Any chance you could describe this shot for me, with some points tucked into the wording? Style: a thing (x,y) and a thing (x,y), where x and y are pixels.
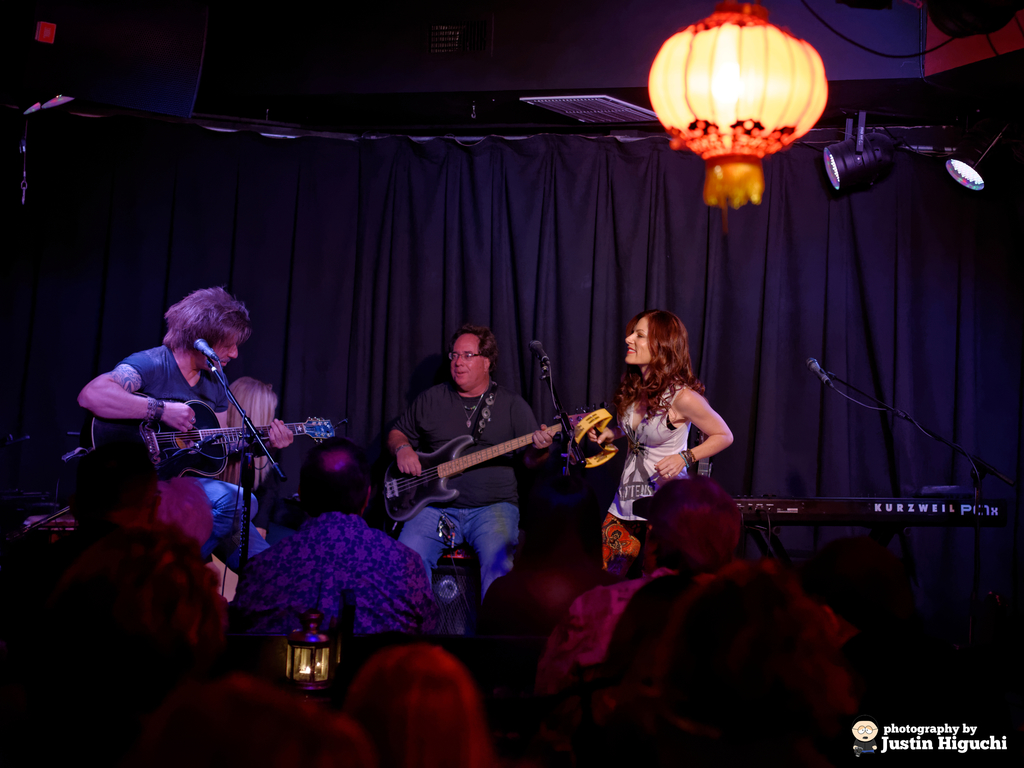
Two men (459,375) and a woman (626,520) are performing on a stage (371,515). Some people (311,508) are watching.
